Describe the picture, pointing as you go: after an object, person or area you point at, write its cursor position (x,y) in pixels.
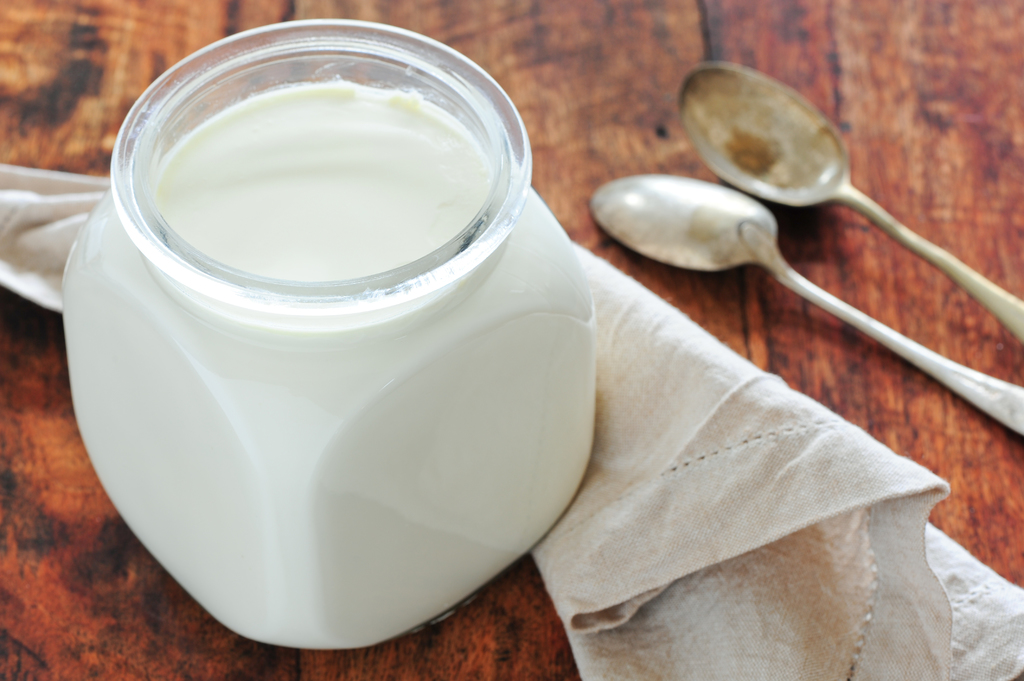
In this image in the foreground (101,318) there is a jar (433,276), and in the jar (204,472) there is a white color substance (382,187) and there is a cloth (712,441) and spoon (826,160). At the bottom (85,522) it looks like a table (518,28).
